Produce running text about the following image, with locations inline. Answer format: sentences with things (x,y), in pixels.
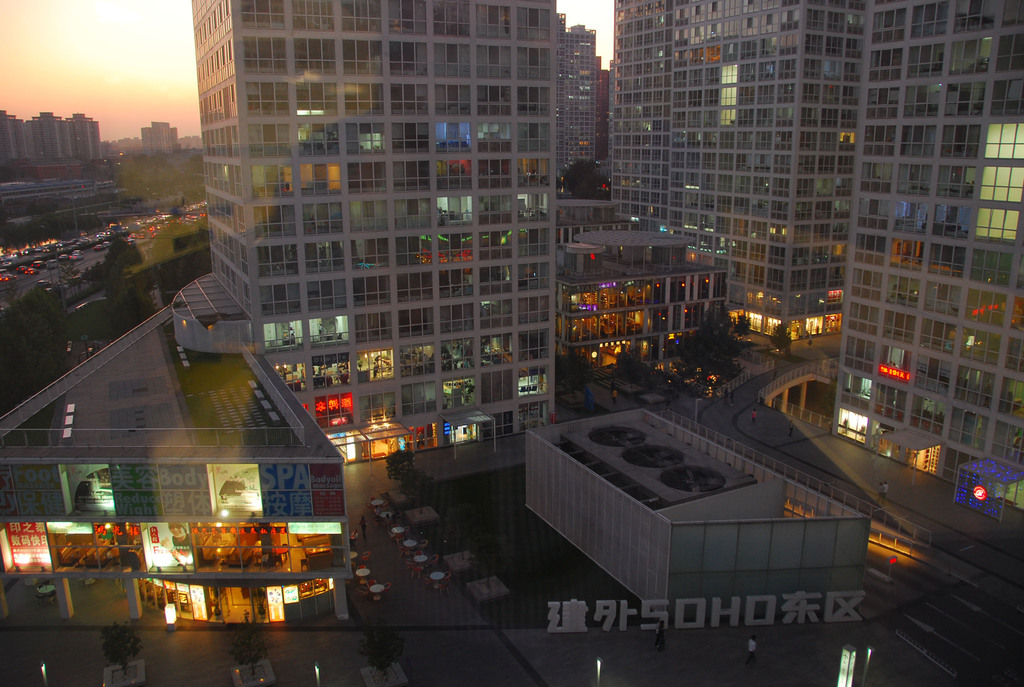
In this image, I can see the buildings (455,378), trees (135,323) and vehicles (157,217) on the road (93,256). At the bottom of the image (477,590), I can see a name board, tables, flower pots (412,512) with plants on the ground (223,686). In the background (67,34), there is the sky (74,108).
